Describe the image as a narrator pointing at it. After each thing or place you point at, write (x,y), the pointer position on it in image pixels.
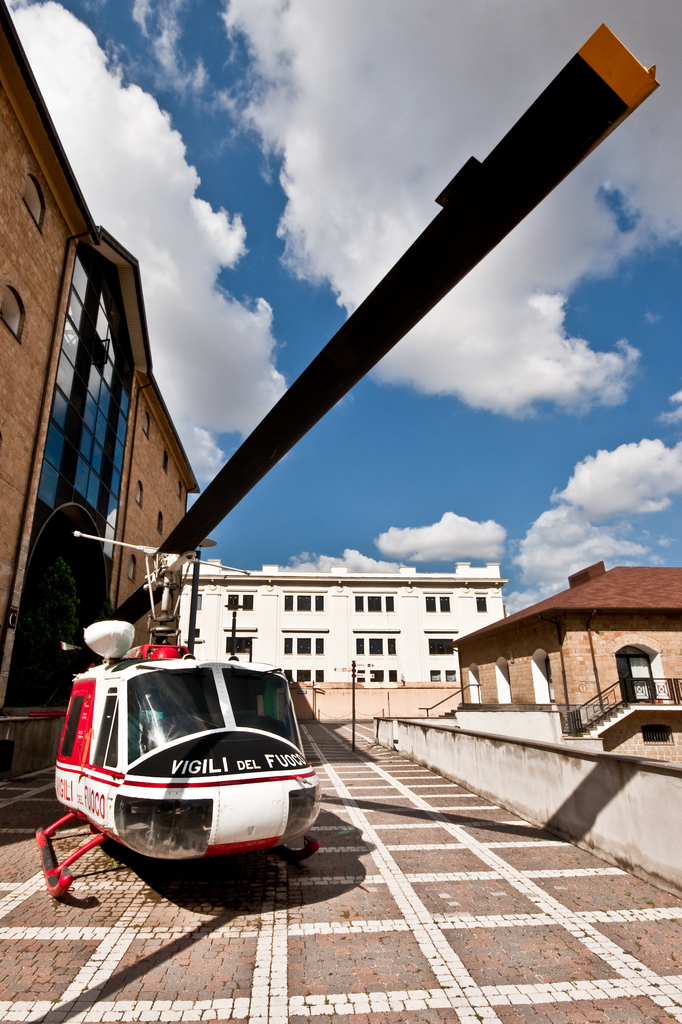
At the bottom of the picture (156,819), we see a helicopter (175,698) in white and red color. Beside that, we see a building (98,515) in brown color and in the background (376,626), we see buildings (213,612) which are in white and brown color. We even see a staircase (629,693). At the top of the picture (344,312), we see the sky (465,441) and the clouds (438,389). This picture is clicked outside the city.
